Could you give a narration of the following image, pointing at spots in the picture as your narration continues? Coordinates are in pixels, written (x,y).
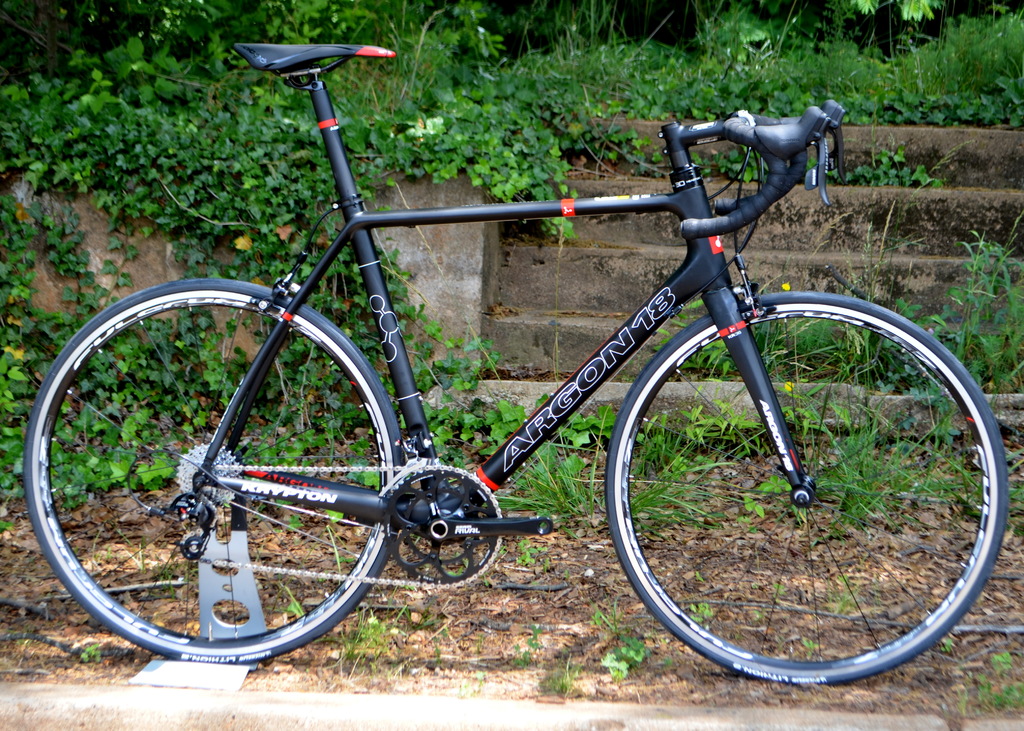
In the picture I can see bicycle (266,467) is parked on the floor (529,597), behind we can see some stairs (934,244) and grass (721,70).
